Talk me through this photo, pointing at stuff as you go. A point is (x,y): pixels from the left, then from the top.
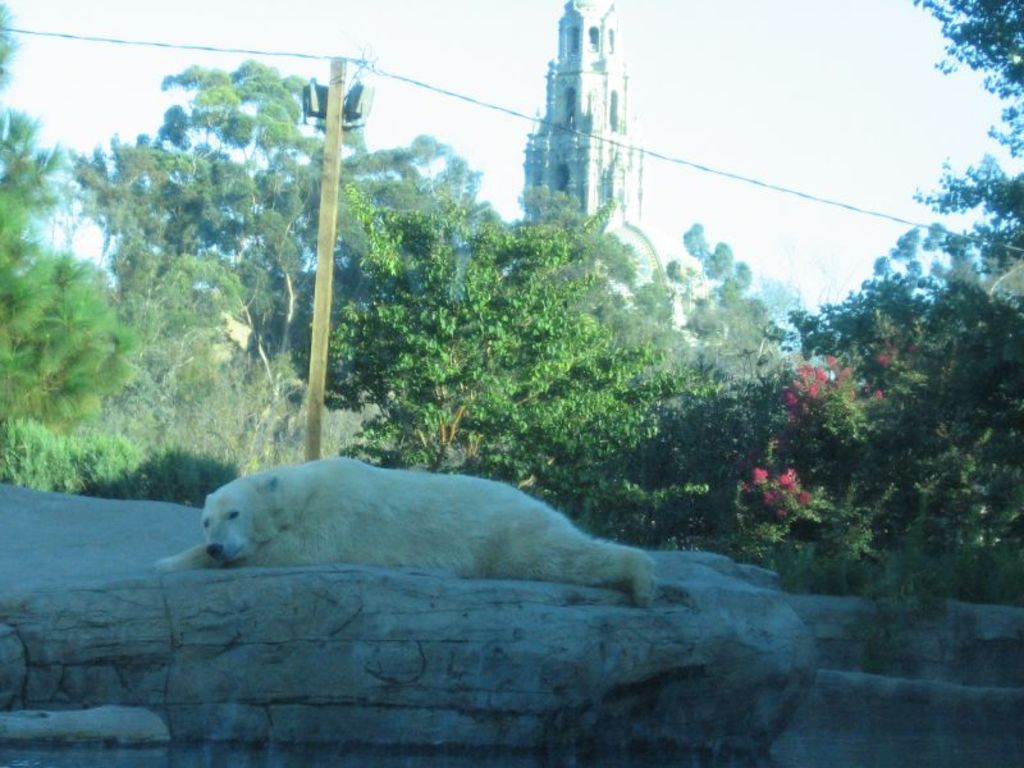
In this image there is a white polar bear (338,524) sleeping on the stone (241,596). In the background (329,178) there is an electric pole (329,298) to which there are wires (340,56) and there are trees (434,354) around the pole (334,190). On the right side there is a tower (570,100) in the background (548,71).
